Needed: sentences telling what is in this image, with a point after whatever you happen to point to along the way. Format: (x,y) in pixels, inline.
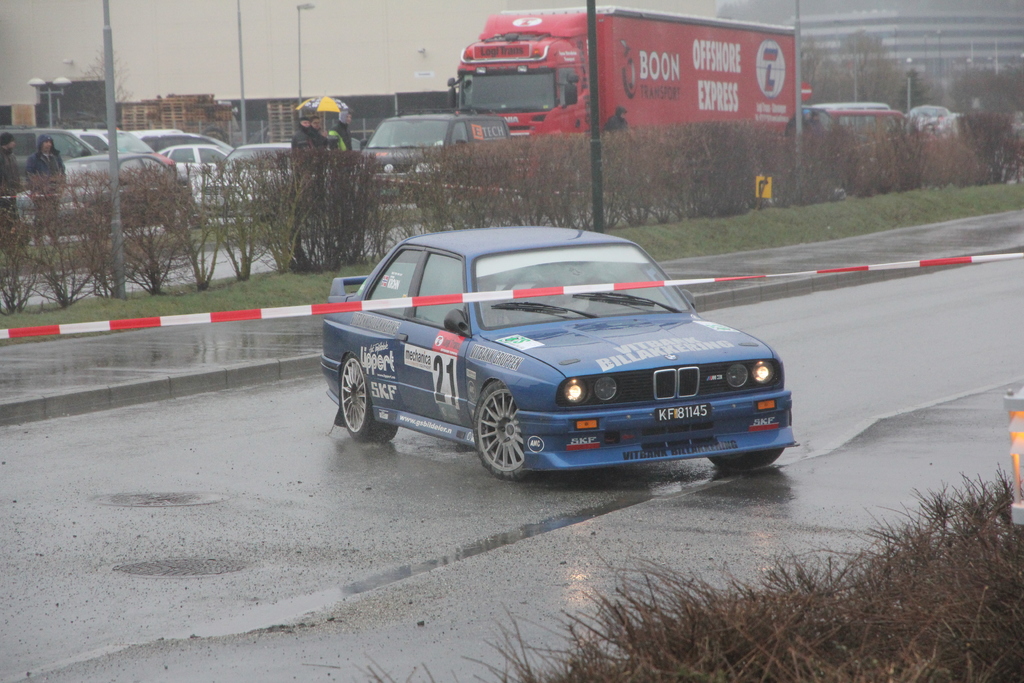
There a sports car (464,367) in the center of the image (499,348) and here is a barrier tape (440,299) in front of it, there is dry grass (955,656) in the bottom right side (876,624) and there are people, vehicles (207,136), trees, buildings (165,82), poles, plants (553,184), an umbrella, sign board (804,99) and sky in the background area (236,39).
